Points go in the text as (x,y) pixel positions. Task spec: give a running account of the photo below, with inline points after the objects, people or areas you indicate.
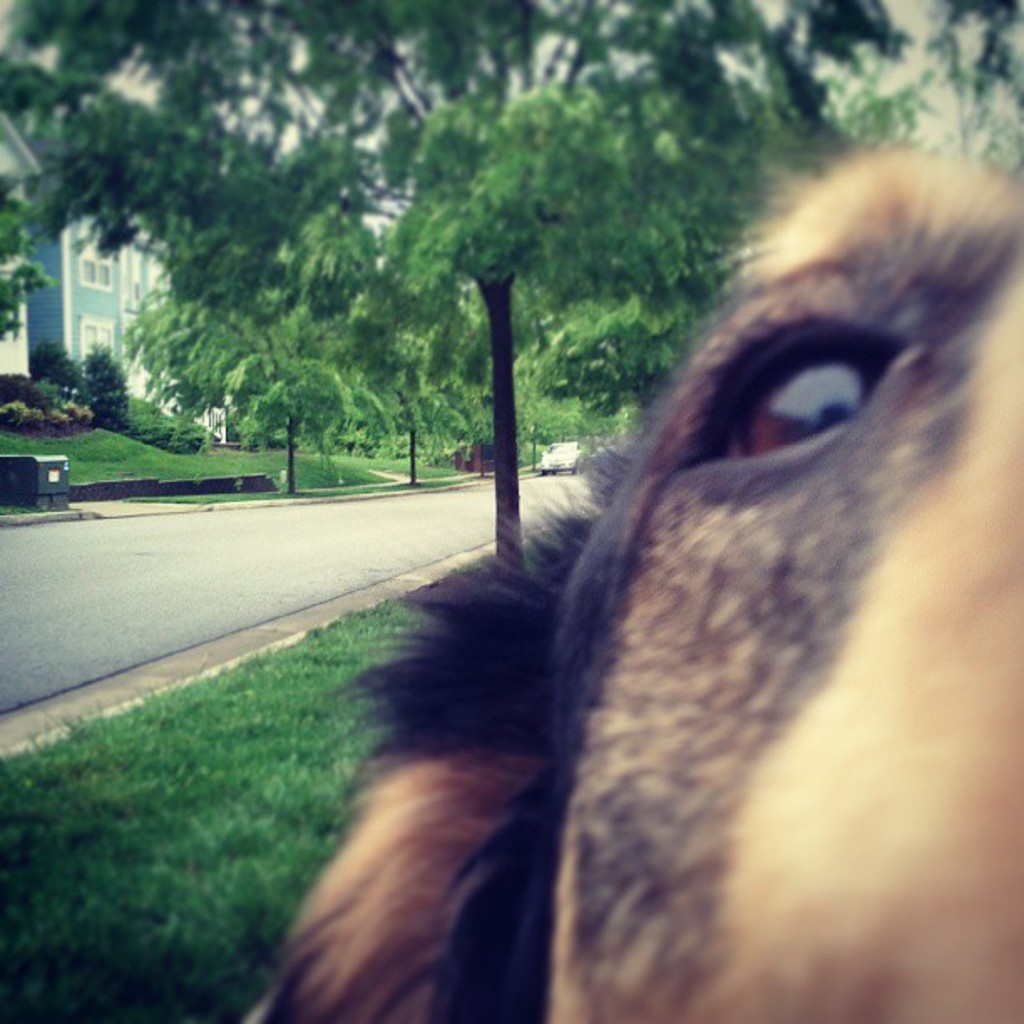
In this image I can see an animal (424,750), the animal (990,583) is in brown and cream color. Background (648,330) I can see few vehicles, trees (478,291) in green color and the building (89,296) is in blue and white color and the sky (135,88) is in white color.
